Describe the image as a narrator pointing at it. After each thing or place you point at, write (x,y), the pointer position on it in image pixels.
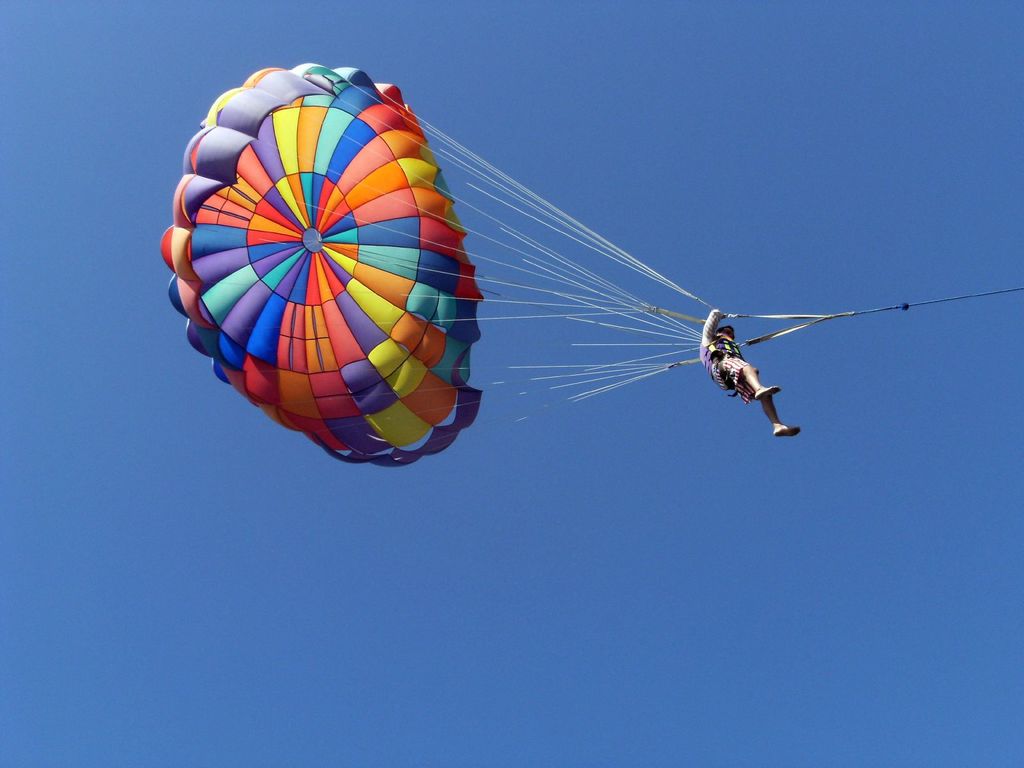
In this image we can see a parachute (346,409). There is a person (763,400) in the image. There is a blue sky (660,598) in the image.
